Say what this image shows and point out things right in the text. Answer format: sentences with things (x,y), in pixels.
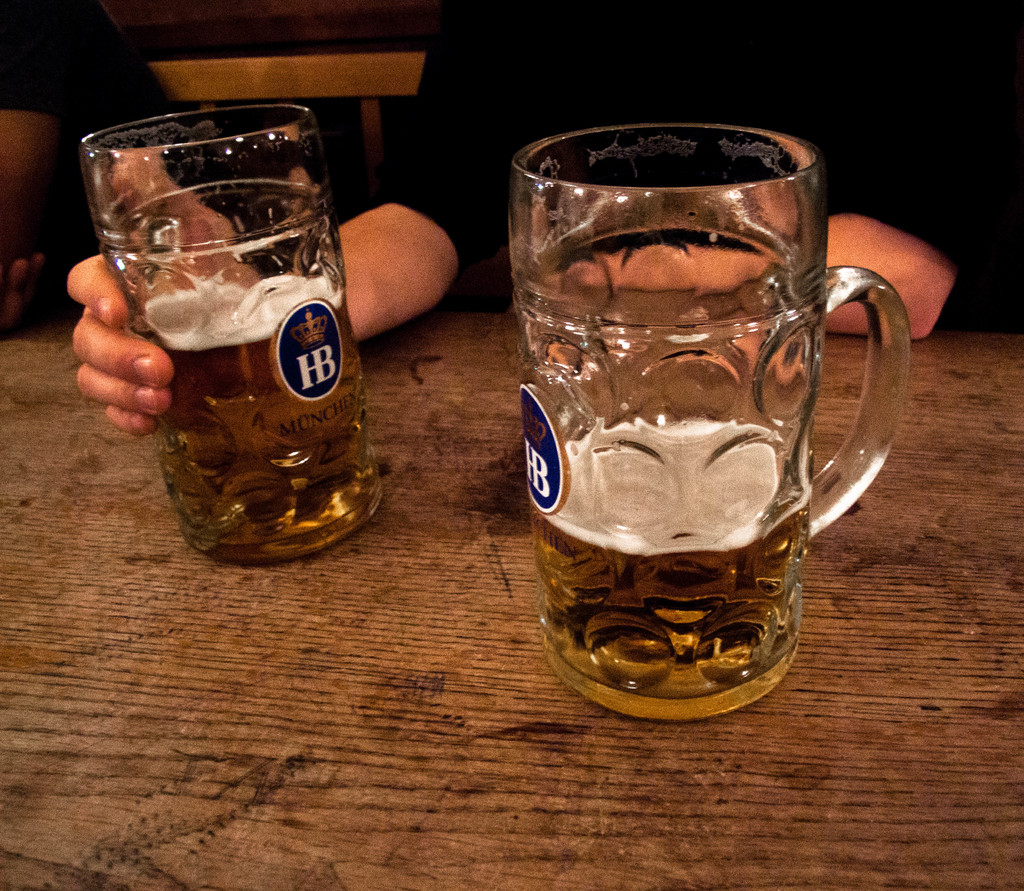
In this image right side there is a person (699,102) with black shirt (424,102) sitting on the bench (364,110) and kept hands (404,256) on the table (437,337) and holding a glass (336,338) with drink (269,349). On the left side (261,355) the glass (277,362) there is a text (301,382) on that. There is a label (293,380) with white color letters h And b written on that. Another glass (530,364) right side kept on the table (421,338). There is a label (550,469) with H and b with blue color attached to the glass (552,457). And there is a drink (594,528) on the glass (609,583). And left top most person hand (13,271) visible on the table (25,329).
